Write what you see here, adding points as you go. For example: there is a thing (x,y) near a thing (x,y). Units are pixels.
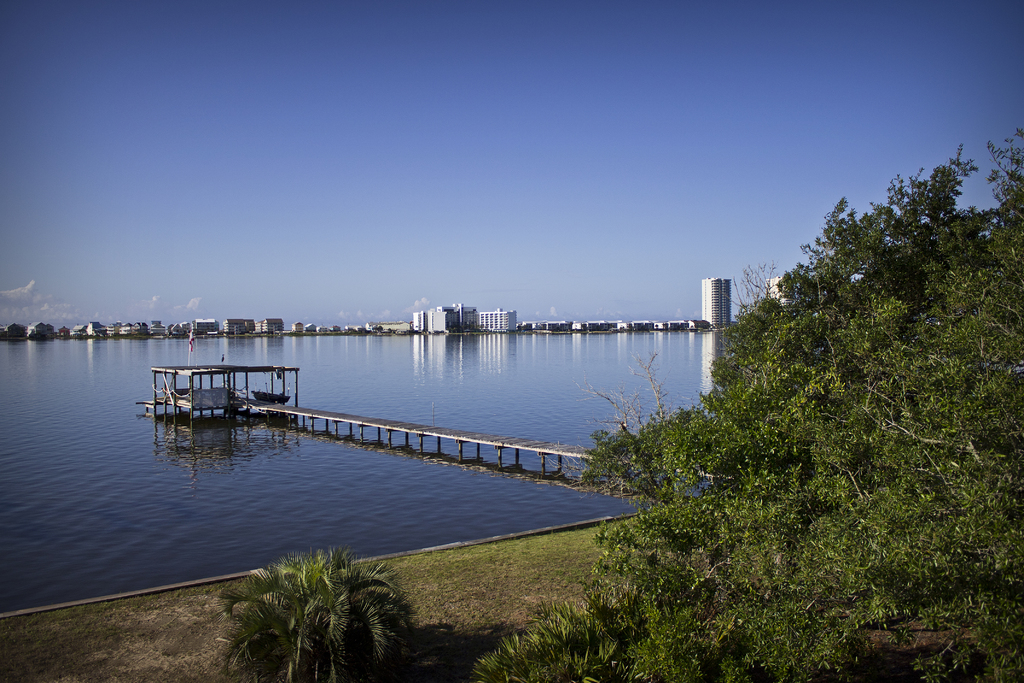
In this image we can see small plants (340,643), trees (986,569), bridge (192,395), water (310,380), buildings (708,280) and sky (139,284) with clouds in the background (317,264).
